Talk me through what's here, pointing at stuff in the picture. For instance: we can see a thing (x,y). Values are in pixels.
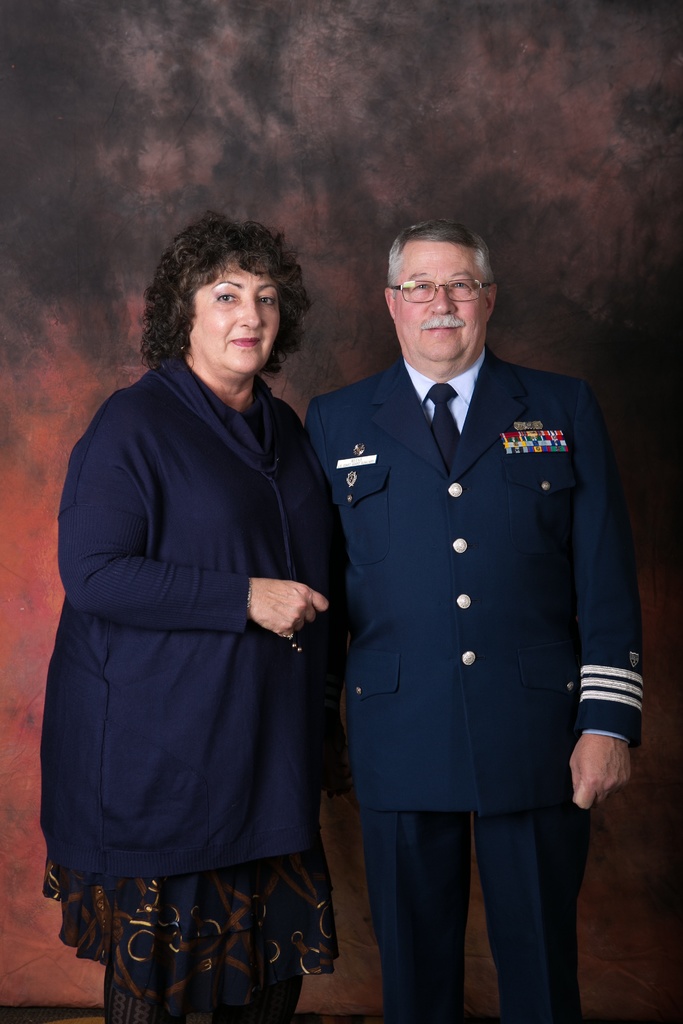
In this image there are two persons (373,444) standing, and there is a brown background.
